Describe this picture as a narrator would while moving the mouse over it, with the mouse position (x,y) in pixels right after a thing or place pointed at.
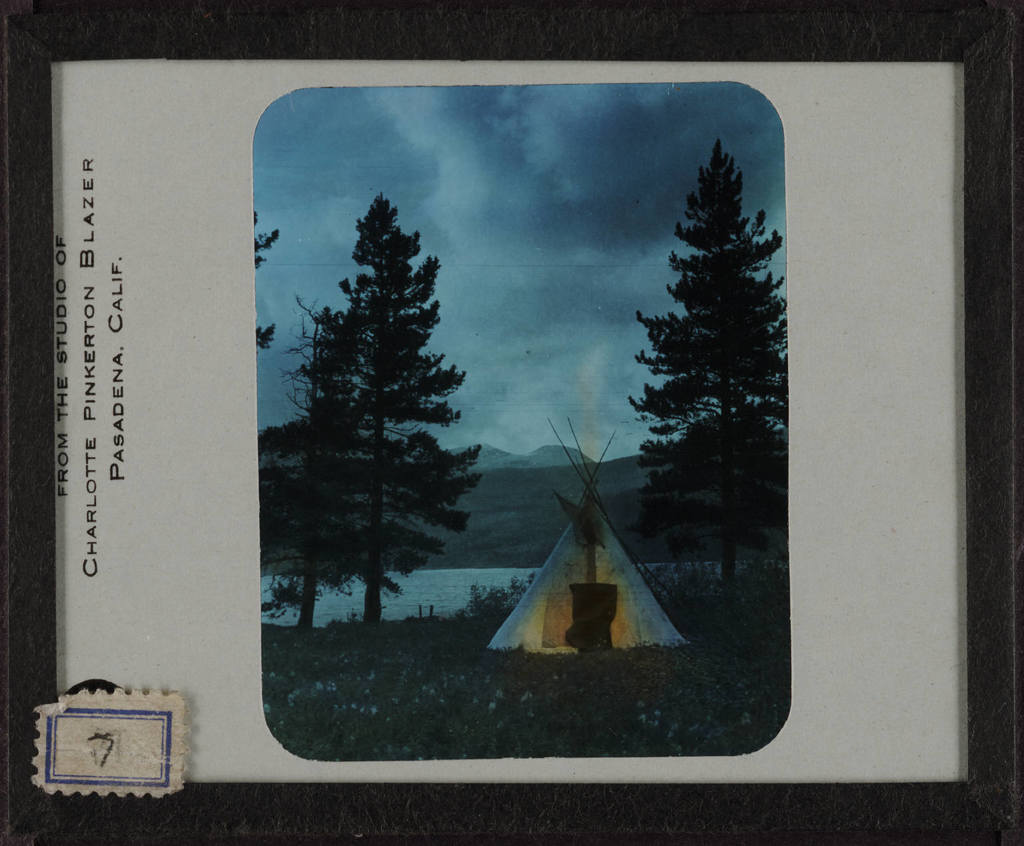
In this image there are two trees (478,454) in middle of this image (379,483) and there is a tent (599,642) at bottom of this image (647,605) and there is a sky (558,169) at top of this image (510,176) and there are some text (86,354) written at left side of this image (112,391).
